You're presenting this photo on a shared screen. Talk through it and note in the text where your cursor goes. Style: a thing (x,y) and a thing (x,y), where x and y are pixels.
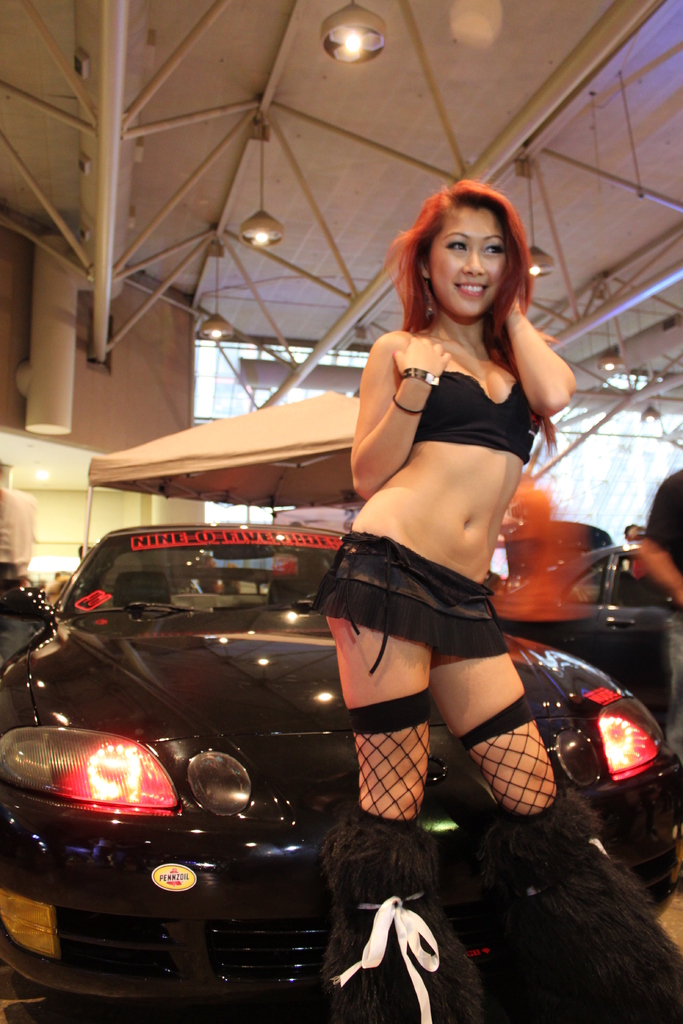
In the center of the image (408,345) there is a woman (415,354) standing on the ground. In the background (334,809) we can see cars (282,604), tent (308,412), lights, roof (219,153) and wall (149,430).
